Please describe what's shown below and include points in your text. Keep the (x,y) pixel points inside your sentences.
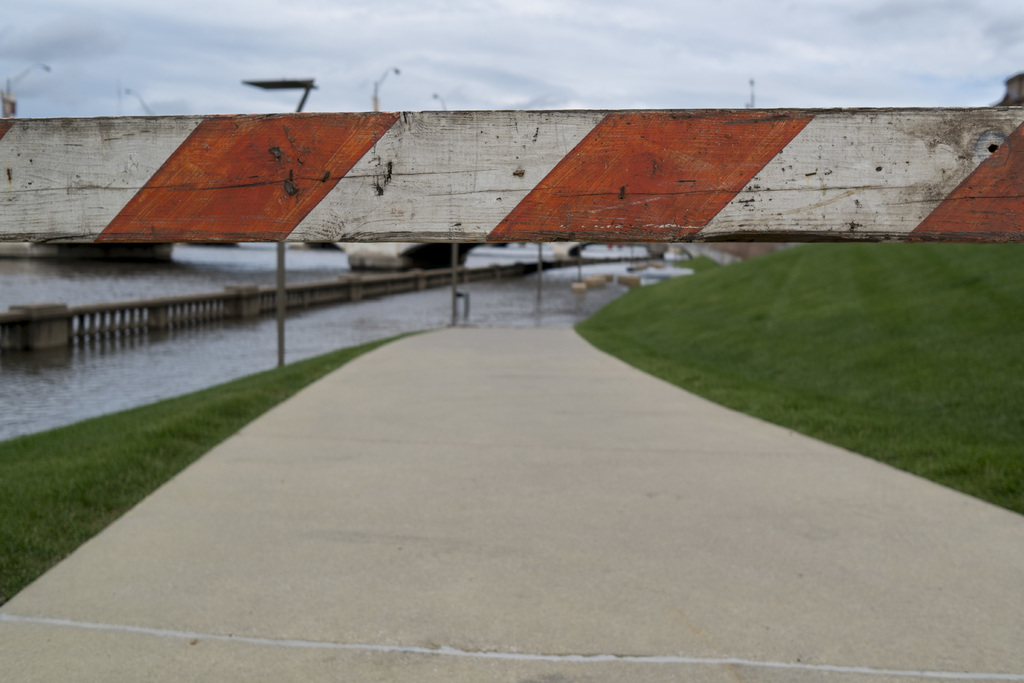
There is a road (435,421). On the sides of the road (391,415) there are grass lawns (806,376). Also there is a bridge (570,168). There is water (224,352). There is a bridge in the water (215,350) also. In the background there is sky (729,27).
